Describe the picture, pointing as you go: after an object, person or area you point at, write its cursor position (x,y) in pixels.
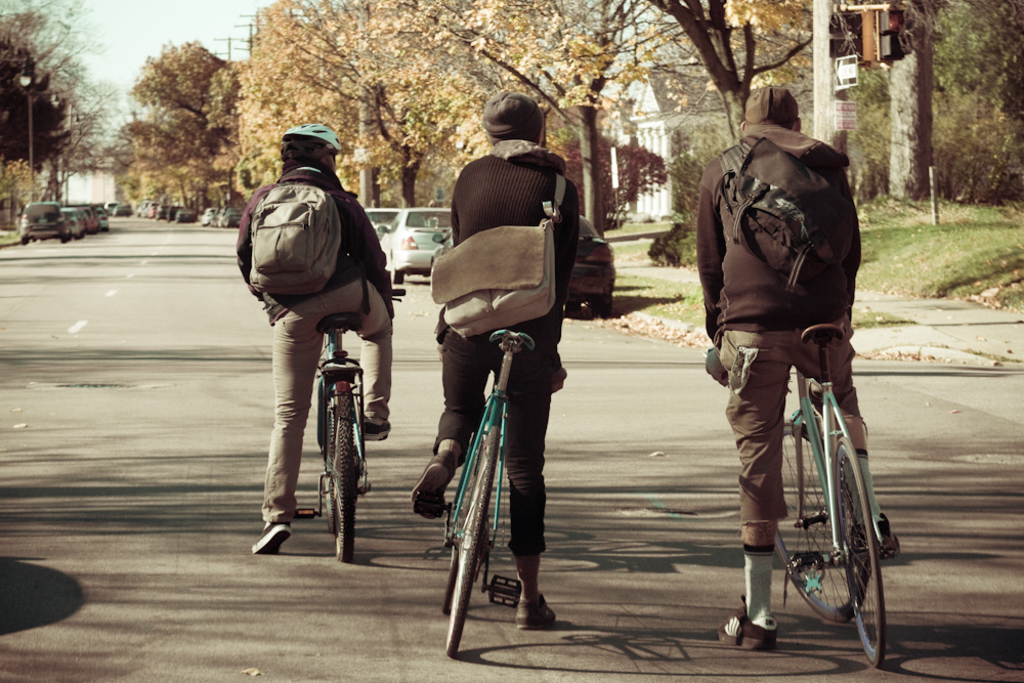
There are a three people (279,374) sitting on a bicycle (849,536) on the road (296,622). In the background (212,155) we can see trees (158,129) and cars (158,208) which are parked in a parking space (59,243).
